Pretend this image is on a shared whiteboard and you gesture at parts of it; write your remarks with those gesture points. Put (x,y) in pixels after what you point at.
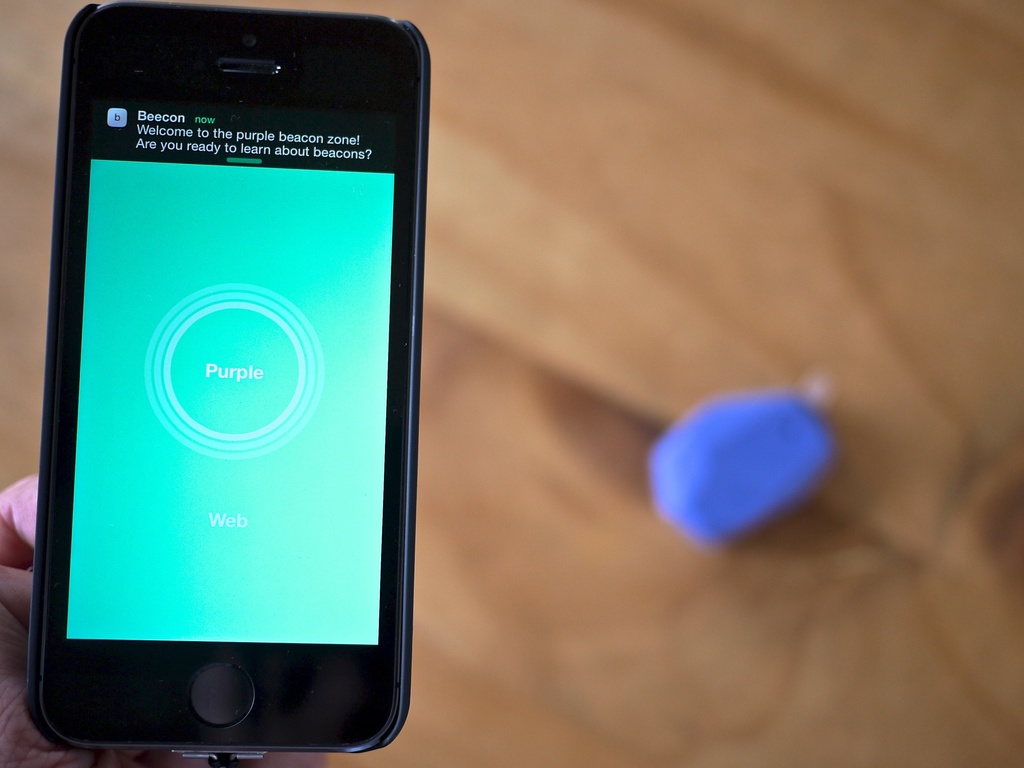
In the picture there is a smartphone (282,436) and behind the phone (265,470) the background (537,218) is blurry.
